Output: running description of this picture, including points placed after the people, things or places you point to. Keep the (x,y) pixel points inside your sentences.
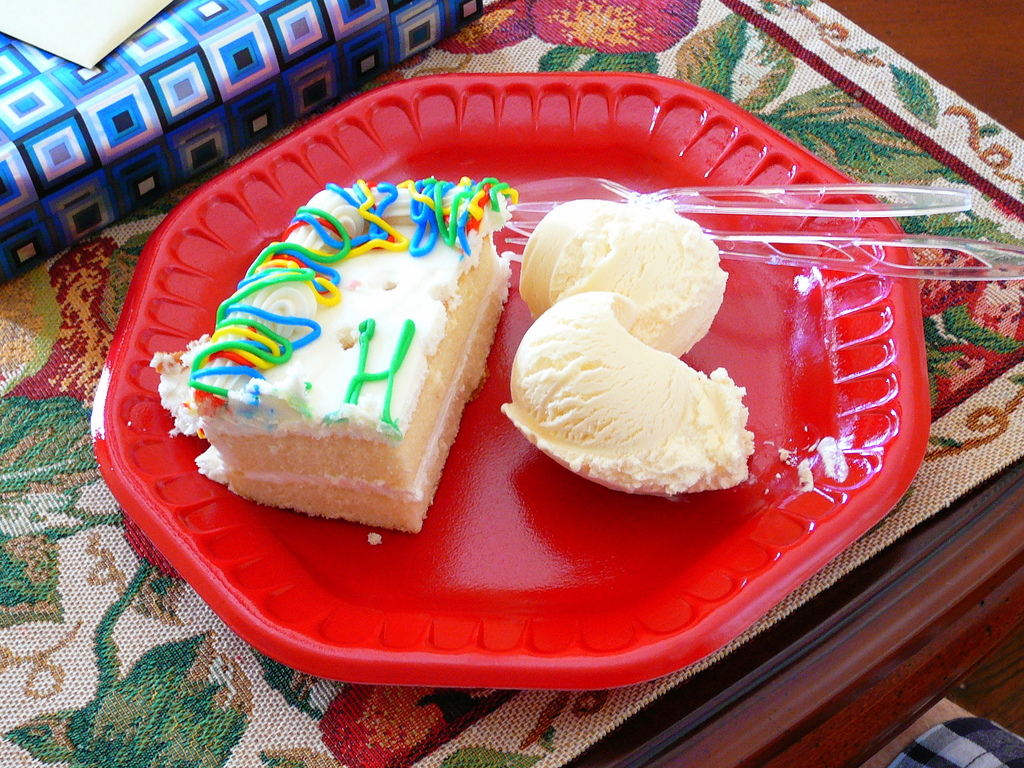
This image consists of a pastry (383,453) and ice-cream scoops (618,452) kept on a plate (574,580). The plate (446,601) is in red color. At the bottom (261,756), we can see a table mat (152,691) on the table (689,699). The table (737,729) is made up of wood (844,630).
